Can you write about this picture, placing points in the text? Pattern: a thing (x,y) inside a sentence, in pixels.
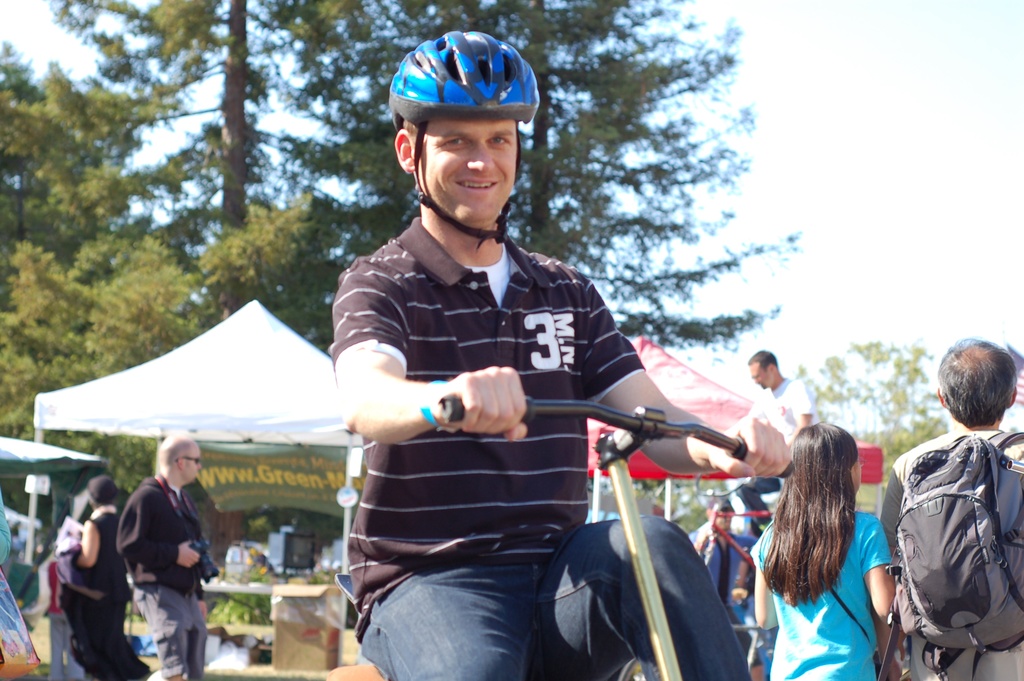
In this picture we can see a man (412,654) in the middle (537,282). He wear a helmet (480,117). And he is smiling. On the background (105,491) we can see some persons (858,668) are standing on the grass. This is the backpack (945,509). These are the trees (353,170) and there is a sky (949,234).
